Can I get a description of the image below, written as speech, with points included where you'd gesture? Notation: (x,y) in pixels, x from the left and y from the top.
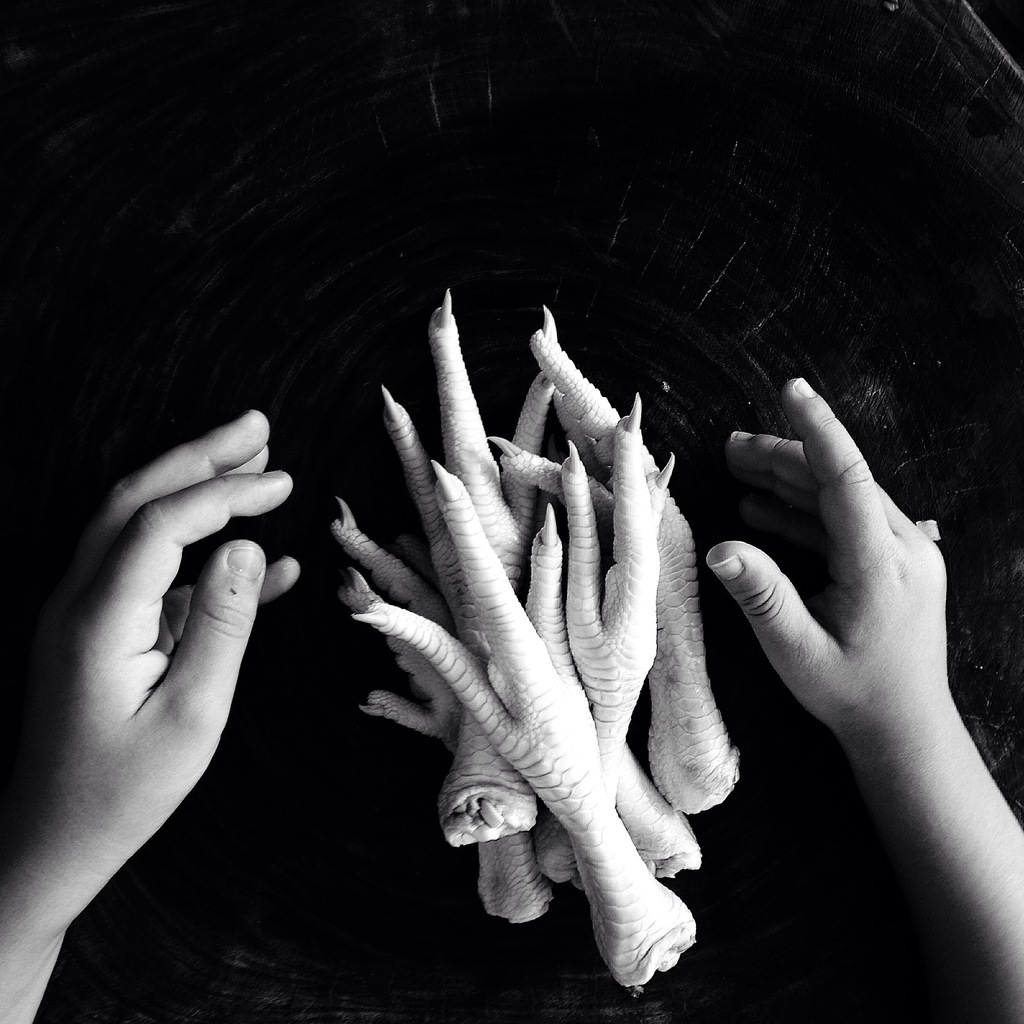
This is a black and white picture. In this picture we can see claws (596,568) of hen (507,654) and there is a person's hands (214,519). They are placed on a black surface (411,93).
